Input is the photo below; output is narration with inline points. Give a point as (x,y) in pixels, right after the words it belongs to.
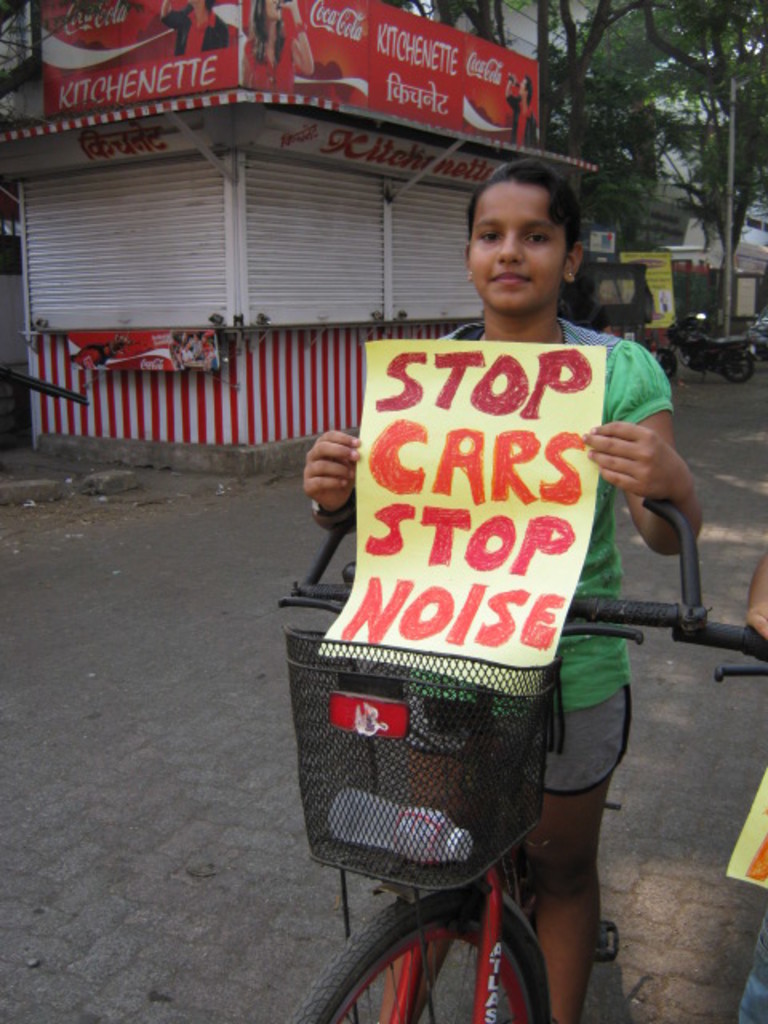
In this picture at front (469,417) a girl (560,942) is sitting on the cycle (490,893) by holding the paper (478,460). At the background (311,220) there are buildings (468,121), trees (645,204) and bikes (672,347).
